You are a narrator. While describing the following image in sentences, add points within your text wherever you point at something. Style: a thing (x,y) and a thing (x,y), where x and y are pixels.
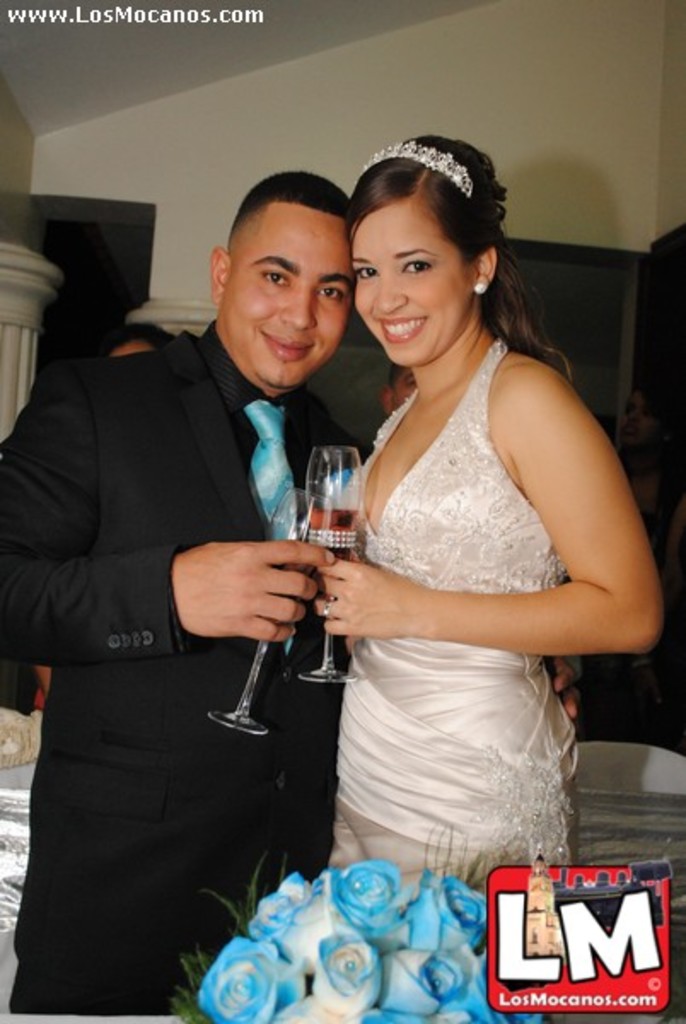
This is the picture of two people (137,633) one guy (137,454) and other lady (456,690), The guy (165,714) is in black suit (166,536) and the lady (442,725) in white dress (436,724) holding glasses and there are blue roses (347,945) in front of them.
